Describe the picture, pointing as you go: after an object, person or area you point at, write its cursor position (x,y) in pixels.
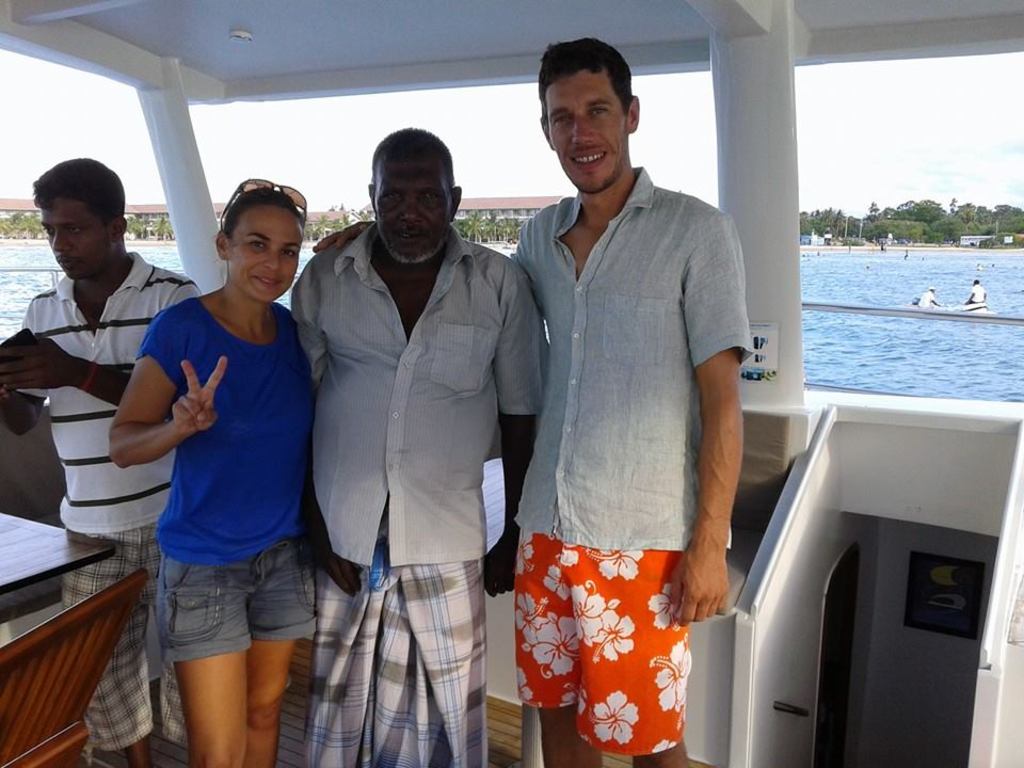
In the center of the image (443,432) four persons (339,389) are standing. In the middle of the image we can see water (901,273), trees (901,226), buildings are present. At the top of the image (959,134) sky (906,162) is there. In the background of the image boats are present.
